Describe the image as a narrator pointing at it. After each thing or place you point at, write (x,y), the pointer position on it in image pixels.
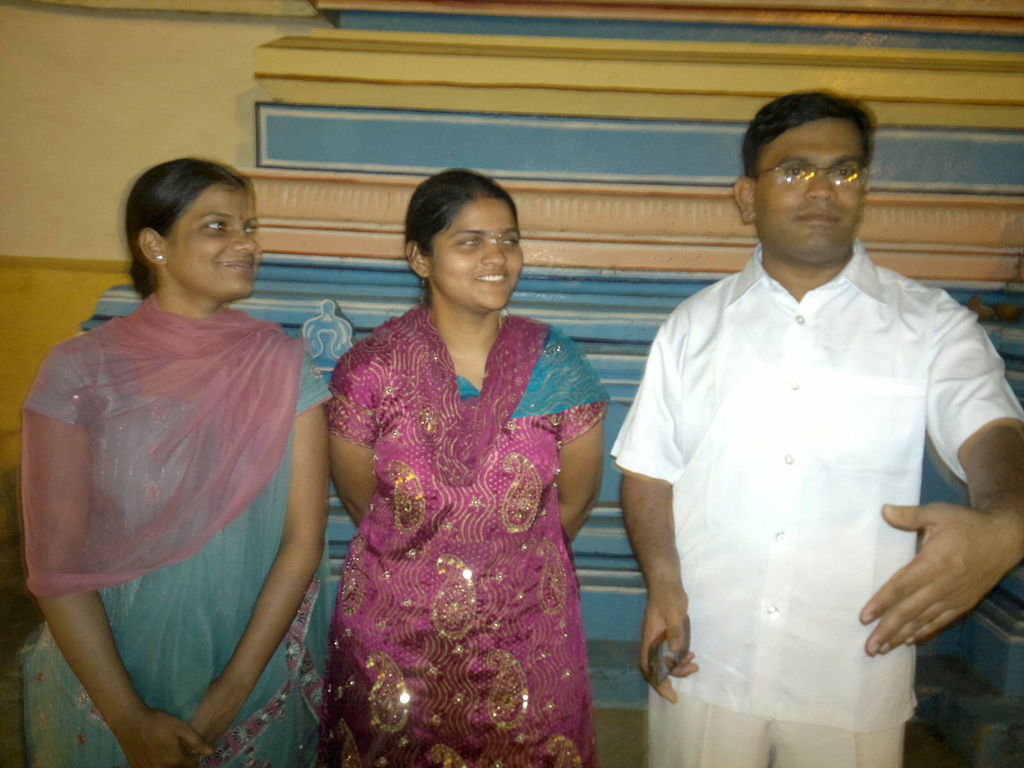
In this image there are two women (522,367) and one men (778,333) wearing glasses (799,173) and holding a mobile phone (670,670). The two women (502,404) are smiling. In the background (273,318) there is plain wall (68,76) and also some constructed monument (642,213).
